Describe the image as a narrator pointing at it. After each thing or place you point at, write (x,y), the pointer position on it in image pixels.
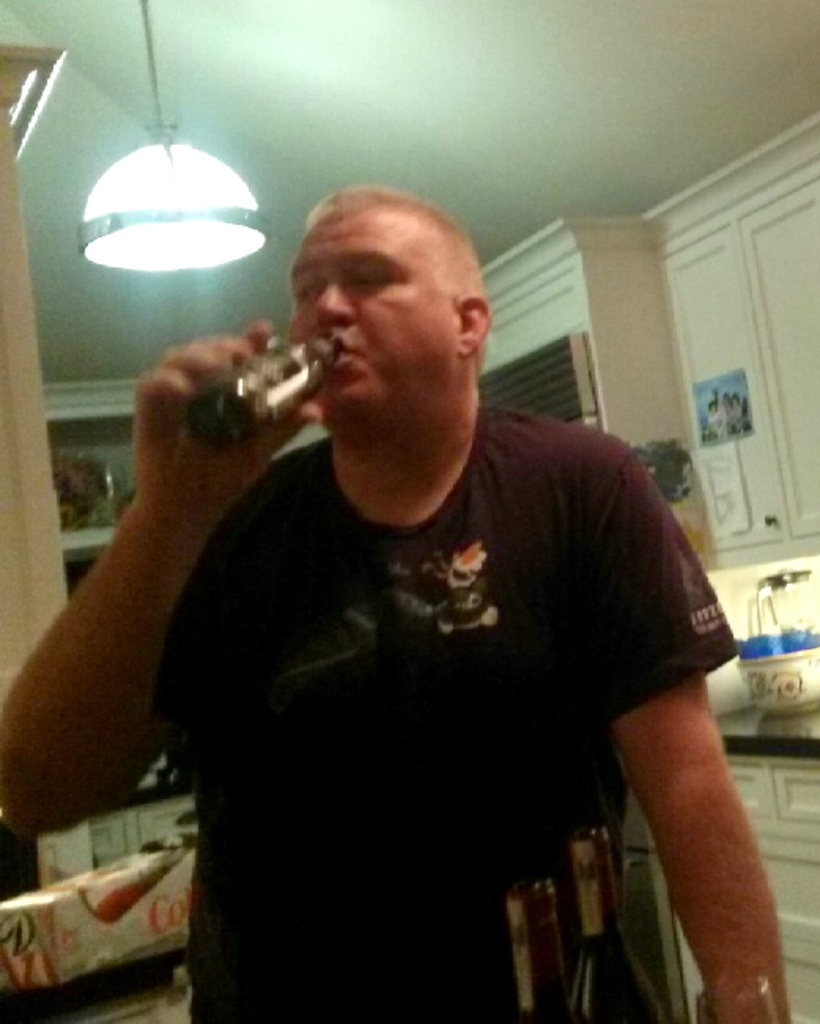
In this image, there is a person (438,234) standing and drinking beverage (320,356). Roof top (472,94) is blue in color on which lamp (225,187) is attached. In the right side of the background (714,345), there is a wall (741,334) which is white in color. It looks as if the picture is taken inside a room (534,242).
